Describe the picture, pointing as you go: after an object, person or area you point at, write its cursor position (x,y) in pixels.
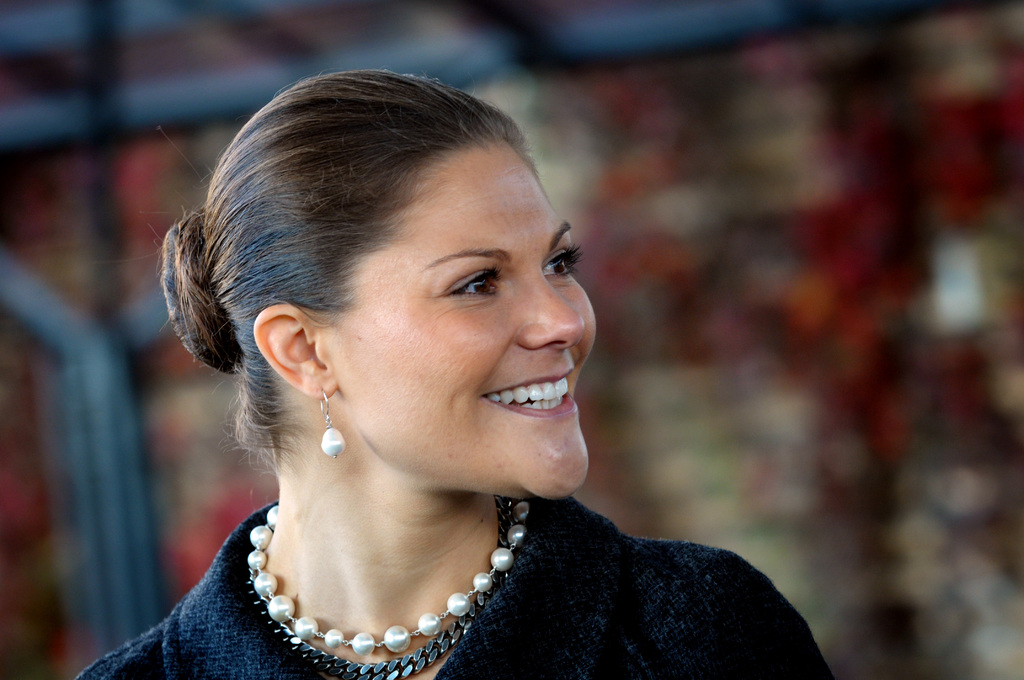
In this image we can see a woman (425,272). The background of the image (893,328) is blurred.
